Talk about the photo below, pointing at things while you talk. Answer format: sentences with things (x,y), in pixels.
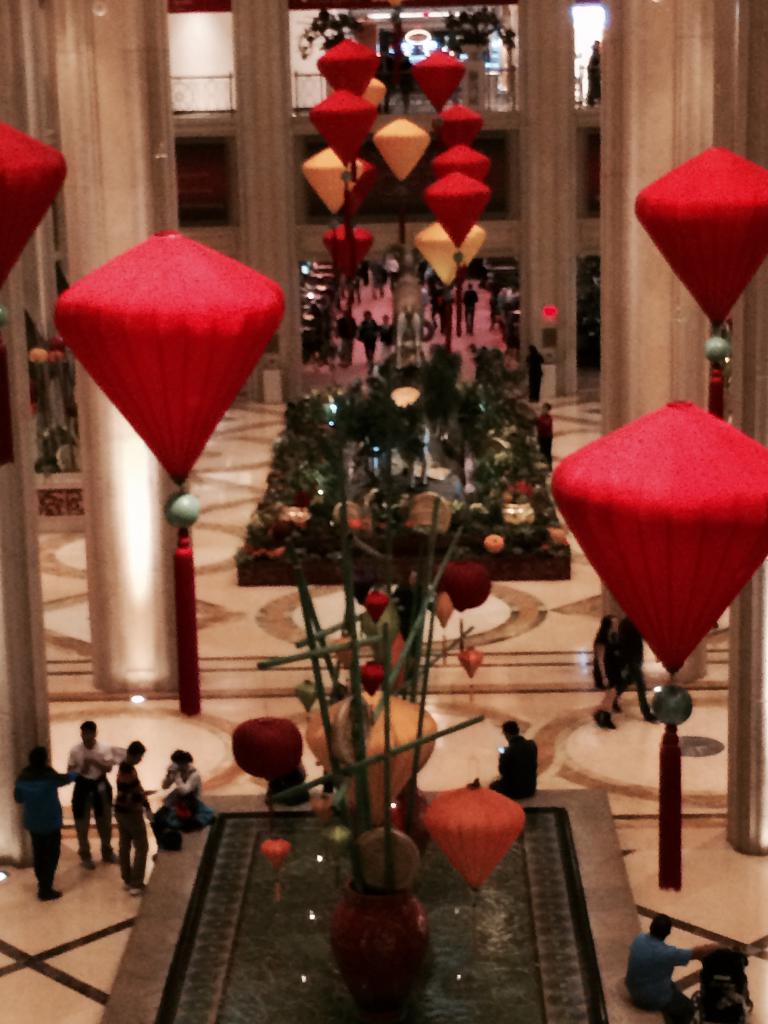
In the picture there is a huge hall (234,686), there are pillars (268,144) and there are few people (77,780) around the pillars (752,811), there are some decorations (229,390) hanged to the roof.
